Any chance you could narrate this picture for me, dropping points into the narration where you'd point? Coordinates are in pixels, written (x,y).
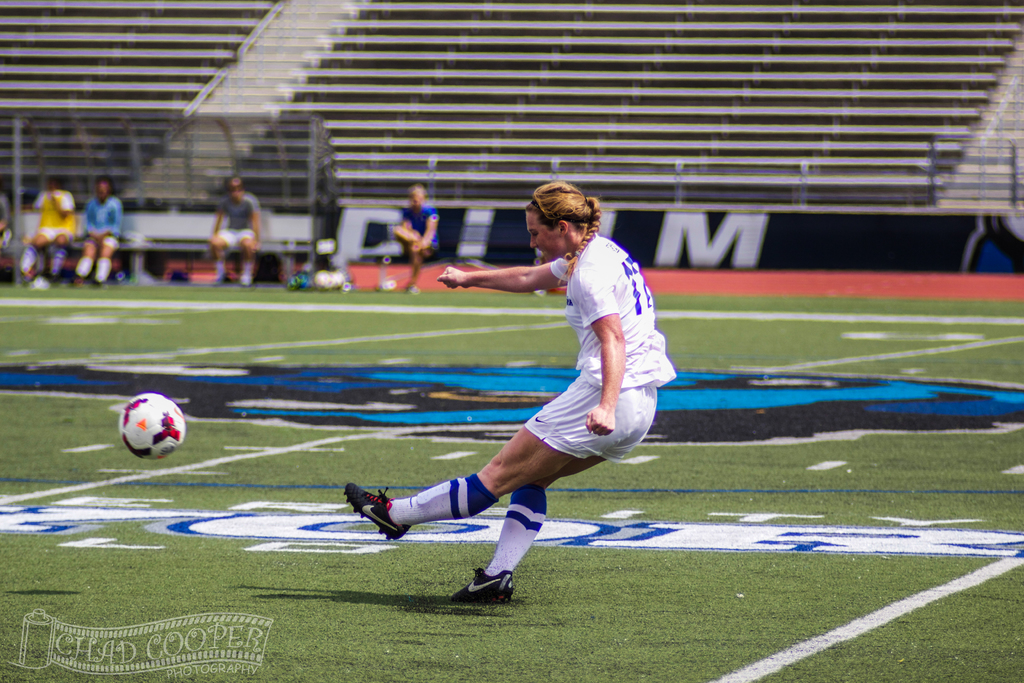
In this picture, we can see a few people (517,280), and among them we can see a person (547,419) playing with ball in stadium (653,486), and we can see the ground (92,587) with grass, stairs (565,51), fencing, posters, and we can see the blurred background (171,145), some watermark (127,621) in the bottom left corner (127,632).
